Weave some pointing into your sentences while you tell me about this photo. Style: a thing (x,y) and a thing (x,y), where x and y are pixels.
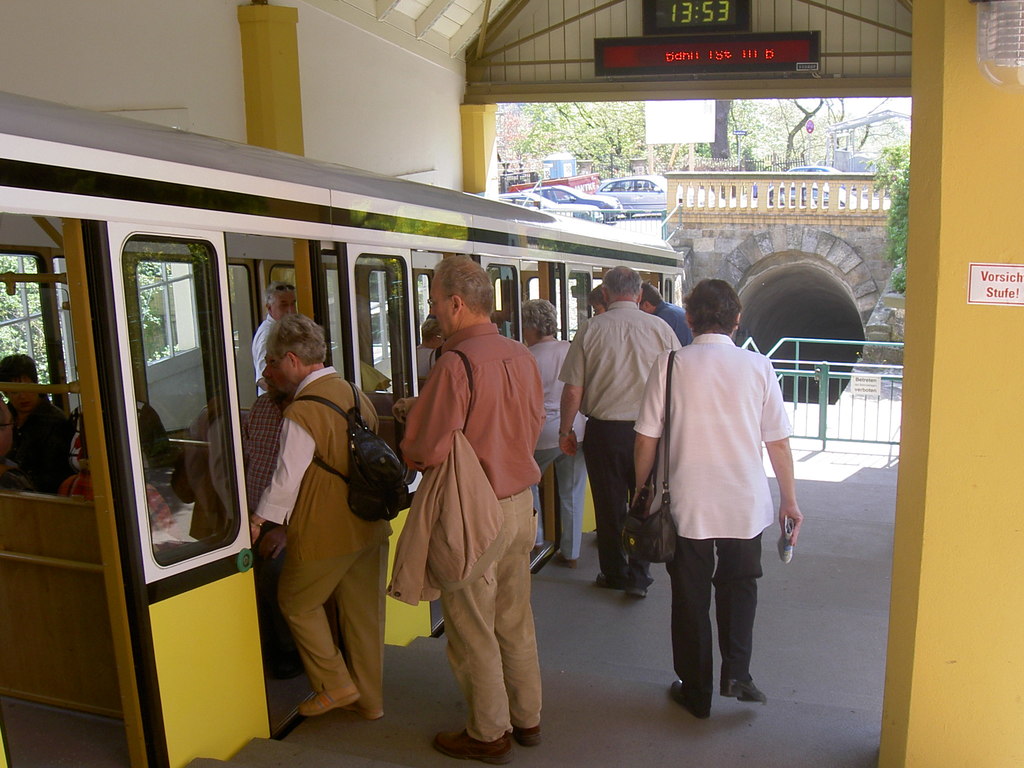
In the middle of the image (417,436) few people (696,305) are walking. Behind them there is a vehicle (7,241). At the top of the image (784,29) there is roof (901,6) and there are some electronic boards (647,23) and there are some vehicles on the road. Behind the vehicles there are some trees (633,131).
